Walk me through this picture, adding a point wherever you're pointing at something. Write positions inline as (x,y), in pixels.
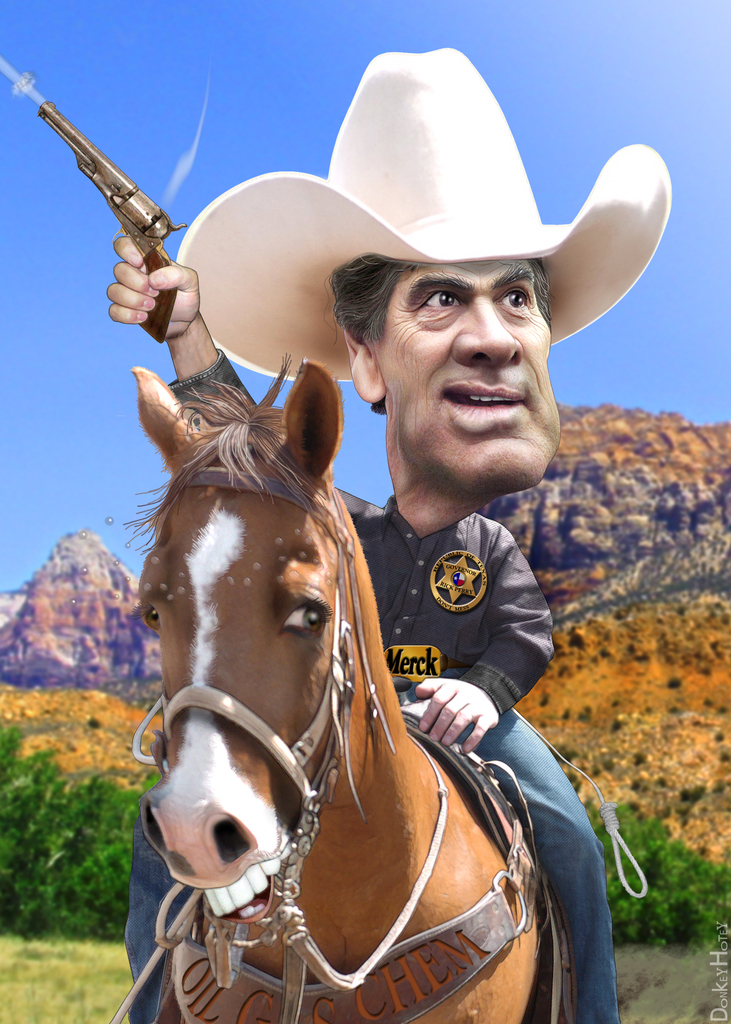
This is an edited image and here we can see a person (423,553) sitting on the horse (361,634) and wearing a hat (322,251) and a badge (444,601) and holding a gun (159,236). In the background (516,518), there are hills (579,621) and we can see trees (97,806) and at the bottom (702,965), there is some text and there is ground (632,976). At the top (165,67), there is sky (211,70).
